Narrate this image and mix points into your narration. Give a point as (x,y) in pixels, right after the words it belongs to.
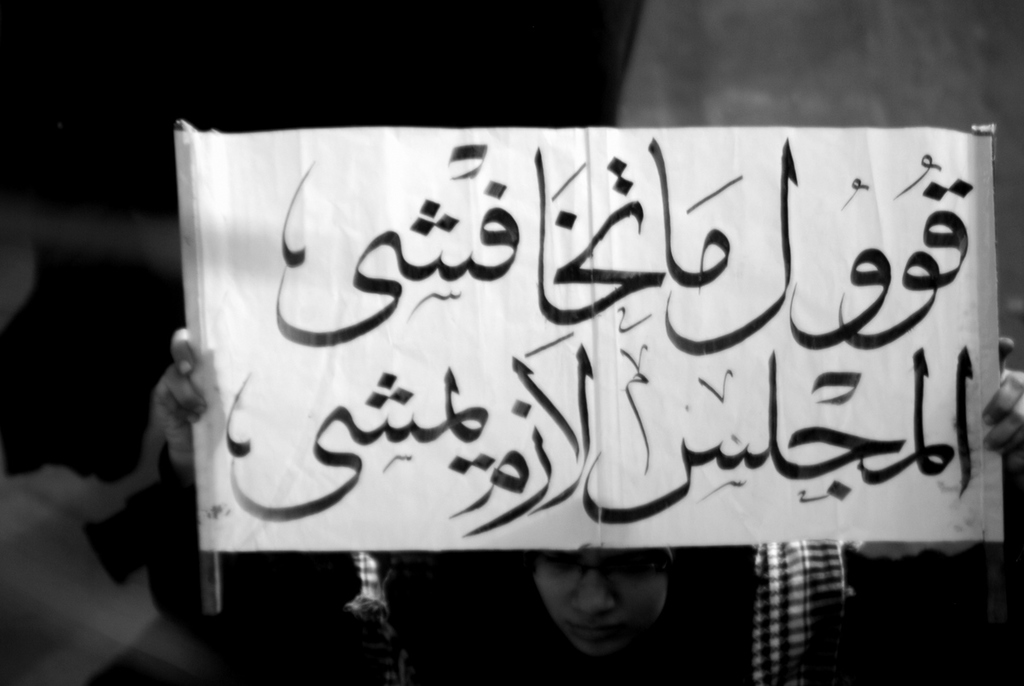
This is a black and white image and here we can see a person (433,572) holding a banner (385,382) with some text (455,469) and the background (97,236) is not clear.
